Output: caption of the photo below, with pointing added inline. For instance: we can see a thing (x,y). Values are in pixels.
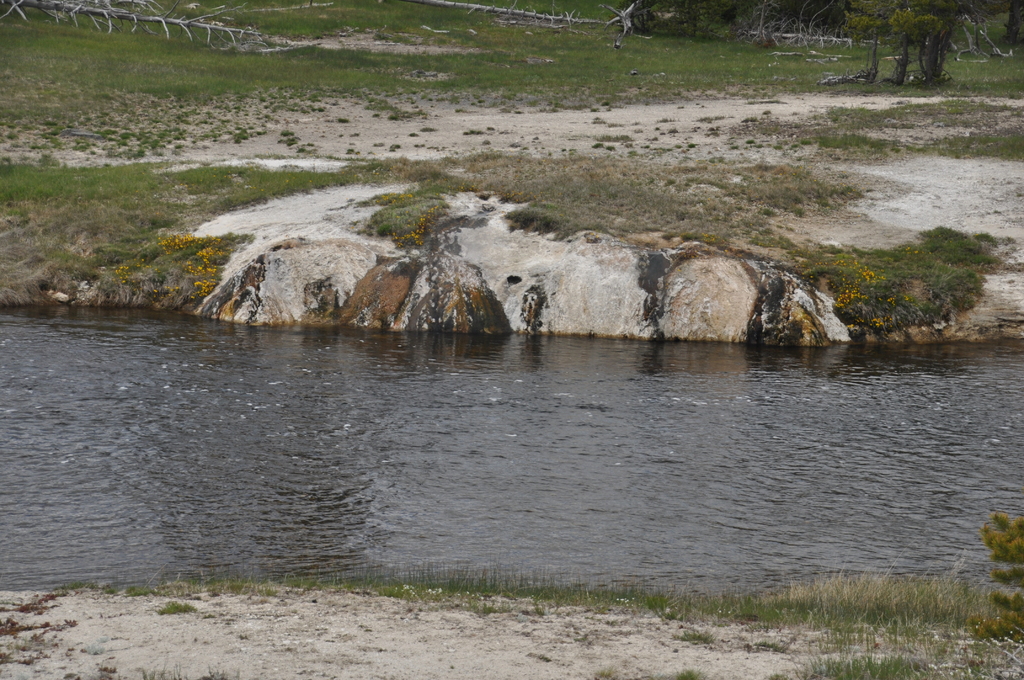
There is water surface (548,431) in the foreground area of the image (485,382), there are trees (933,56) and grassland (651,78) in the background (372,165).
